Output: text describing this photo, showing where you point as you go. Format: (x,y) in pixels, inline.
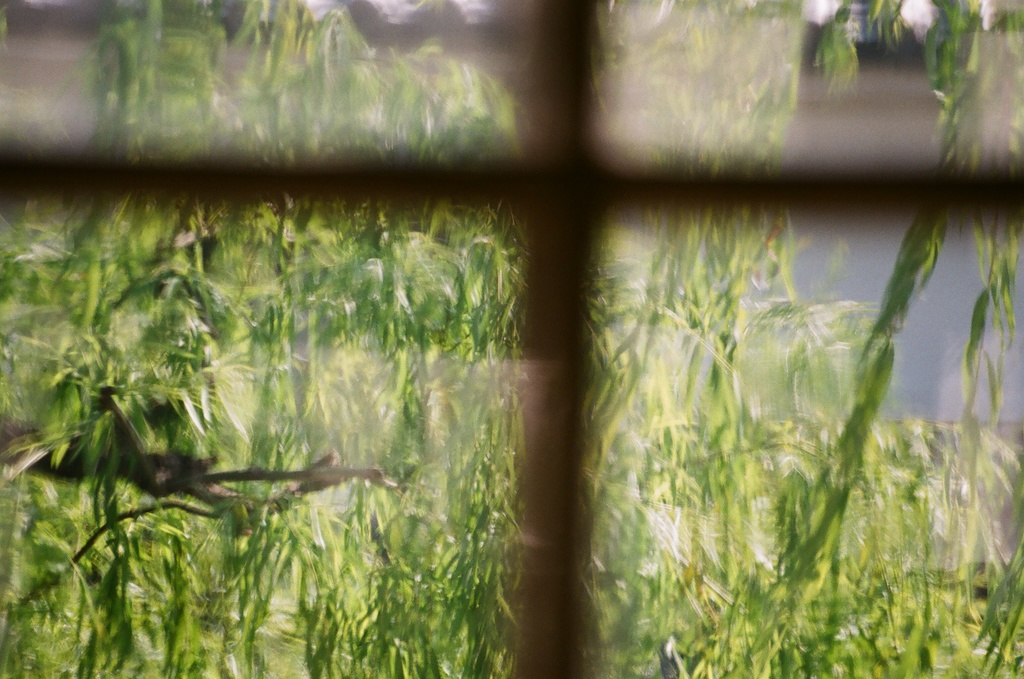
In this image I can see green colour leaves (96,304). I can also see this image is little bit blurry.
